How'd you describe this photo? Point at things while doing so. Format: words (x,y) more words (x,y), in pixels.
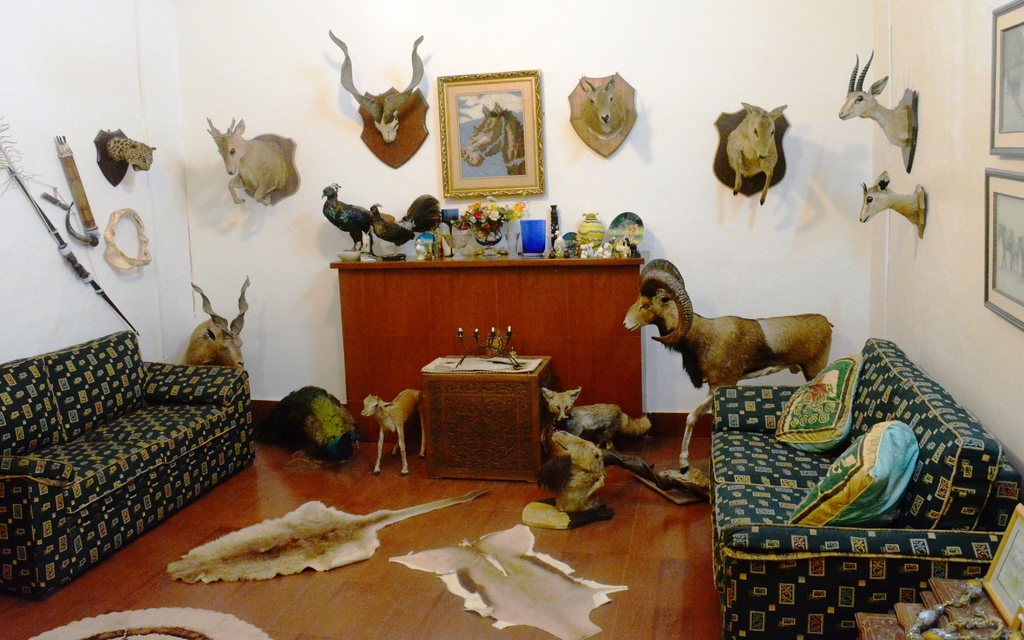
In this image we can see a couch (53,468), table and a animal statues (745,363). On the wall (674,93) there is a frame (503,114).
